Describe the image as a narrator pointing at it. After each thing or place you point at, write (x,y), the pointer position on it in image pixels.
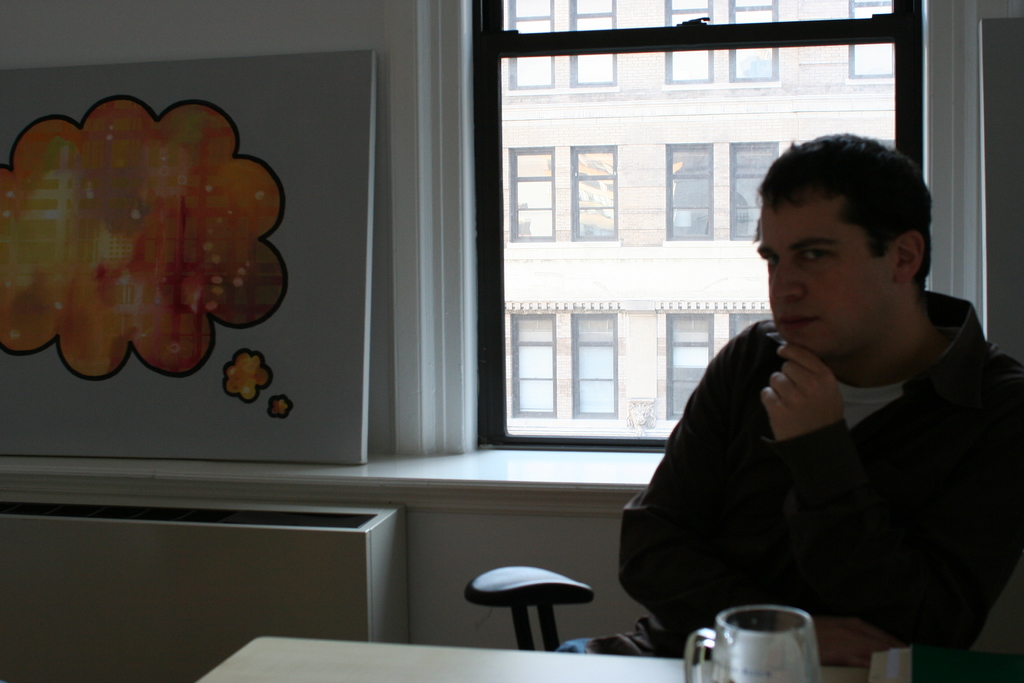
As we can see in the image there is a white color wall (281,6), banner (255,339), windows (446,343), a man (816,266) wearing black color jacket (824,510) and sitting on chair (559,605). In front of him there is a table (541,682). On table (463,671) there is mug (735,647).
